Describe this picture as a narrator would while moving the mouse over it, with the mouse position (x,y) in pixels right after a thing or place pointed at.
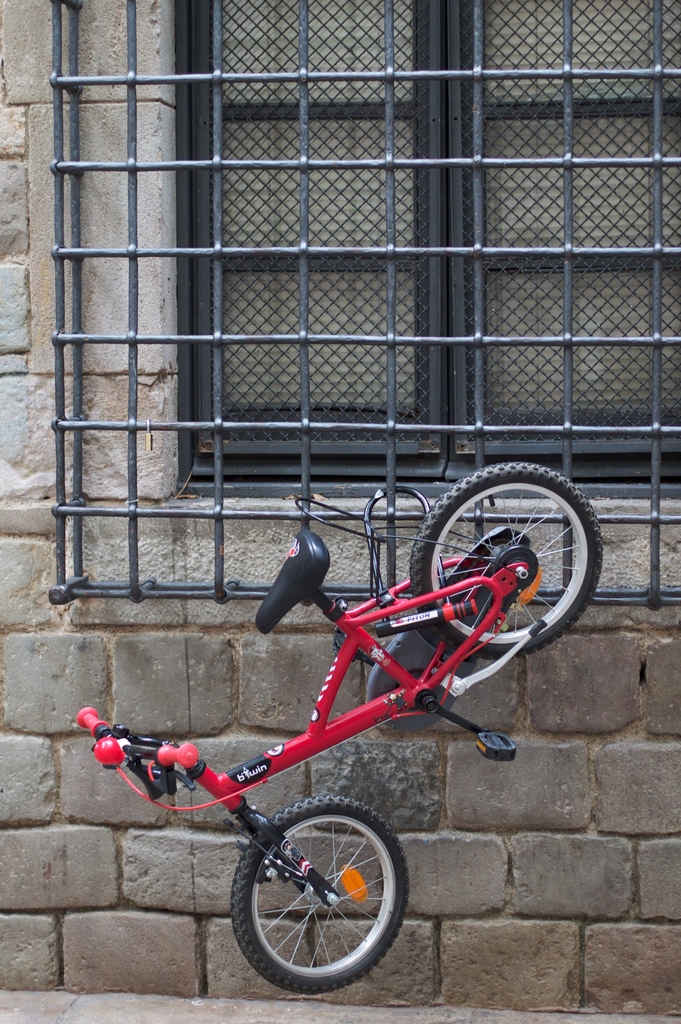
There is a red color bicycle (523,563) tied to an iron fence (110,336) which is attached to the brick wall (46,539) of a building (651,628). Which is having a window (339,230). Beside this building (547,945), there is a footpath (190,1020).
